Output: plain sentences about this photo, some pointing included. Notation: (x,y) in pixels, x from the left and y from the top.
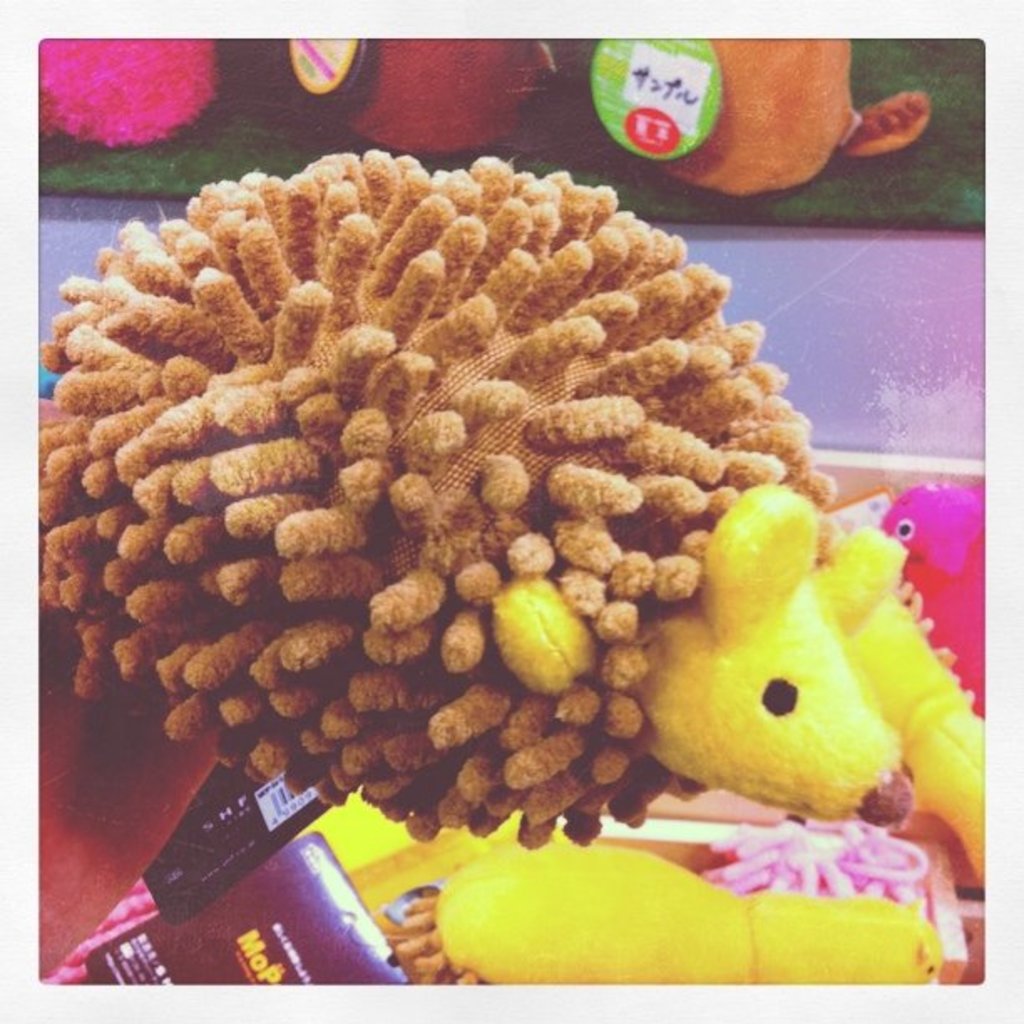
We can see toys (885,607) and we can see stickers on these two toys (408,55).
